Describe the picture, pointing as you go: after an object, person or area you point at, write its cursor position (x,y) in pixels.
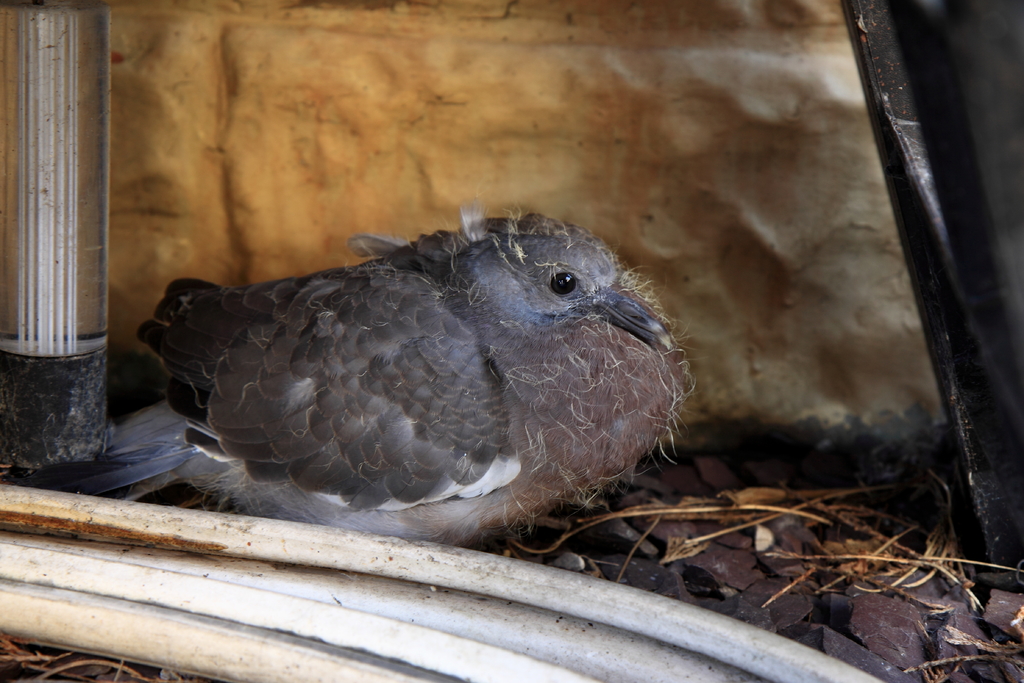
In the center of the image (426,334) there is a bird (458,366). At the bottom (918,613) there are stones (842,582).
